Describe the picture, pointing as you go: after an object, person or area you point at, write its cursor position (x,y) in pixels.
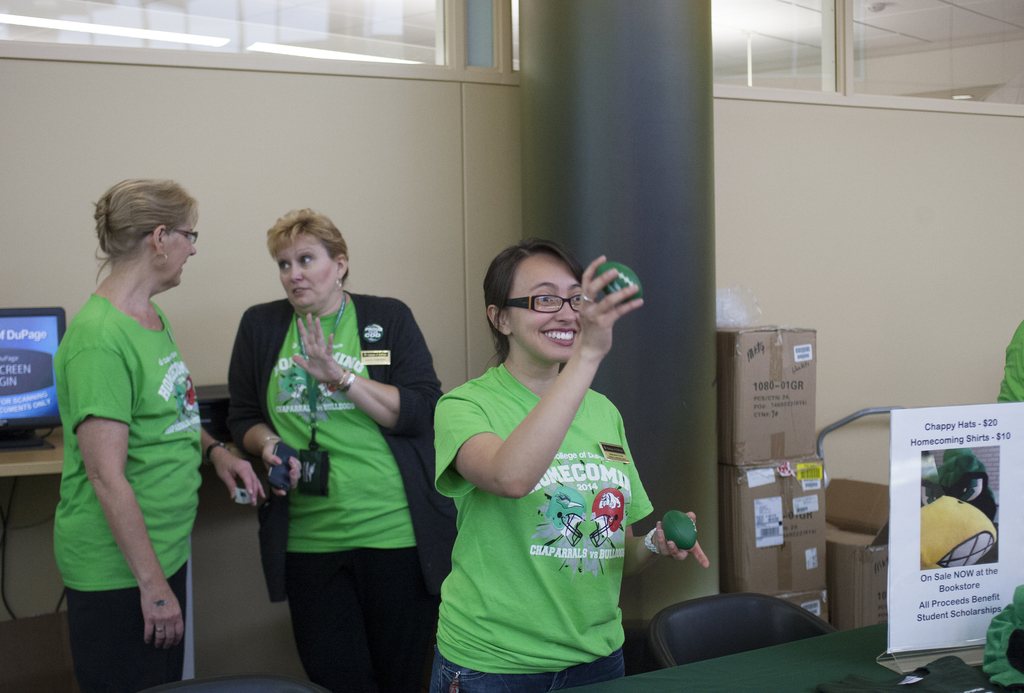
There is a woman (552,531) wearing green dress (579,541) is standing and holding green color objects (677,523) in her hands (616,310) and there are two other women (319,387) standing behind her.
